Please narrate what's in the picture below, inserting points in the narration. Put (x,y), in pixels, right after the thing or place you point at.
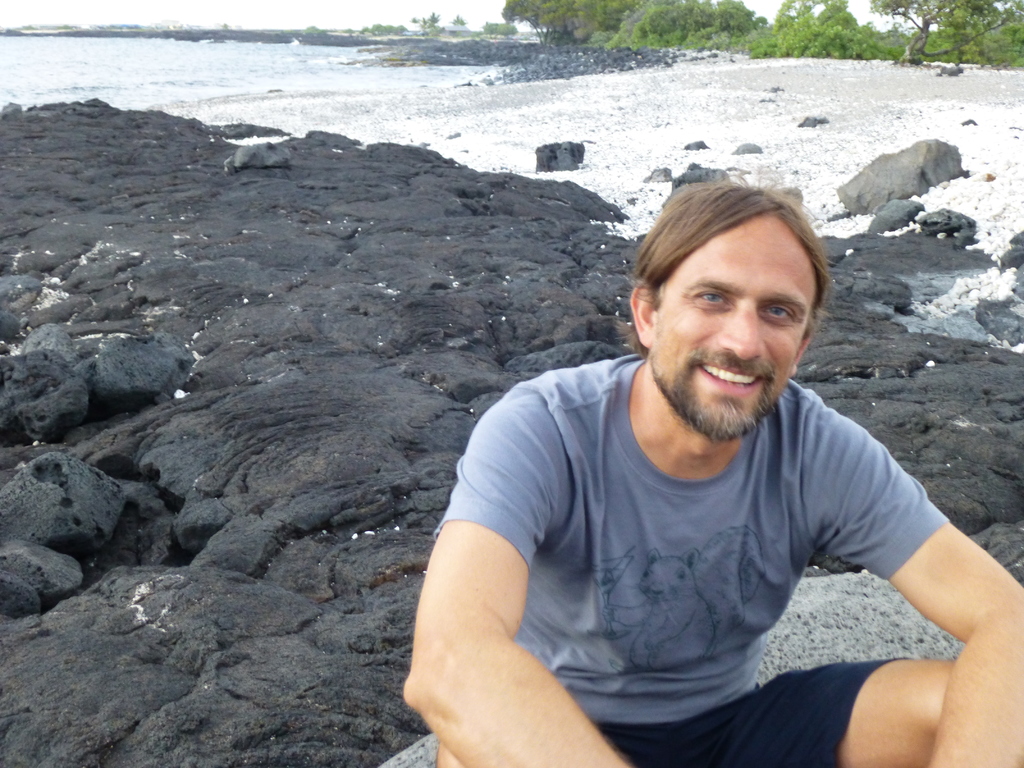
In this image there is a man (615,626) sitting on the rock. Behind him there are rocks (274,226) on the ground (480,153). In the background (703,29) there are trees (636,45) and water (129,91). At the top (288,11) there is the sky (272,14).
